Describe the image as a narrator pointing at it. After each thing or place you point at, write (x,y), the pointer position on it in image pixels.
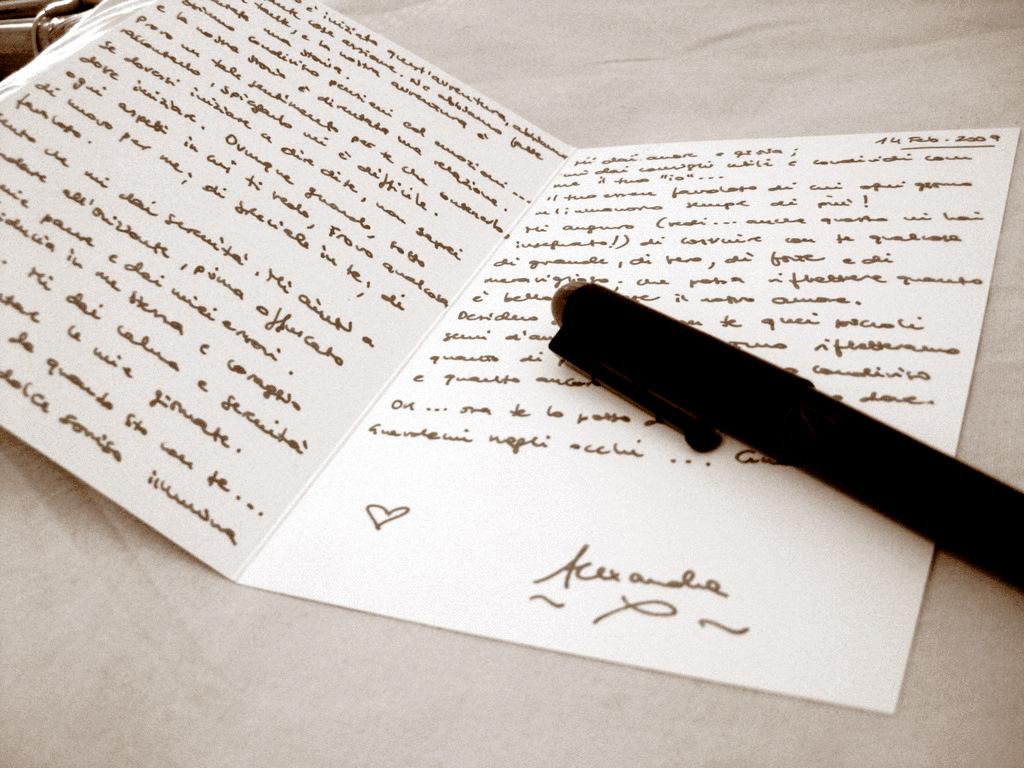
In this picture we can see a greeting card (368,354) with something written on it using a pen (647,378).
